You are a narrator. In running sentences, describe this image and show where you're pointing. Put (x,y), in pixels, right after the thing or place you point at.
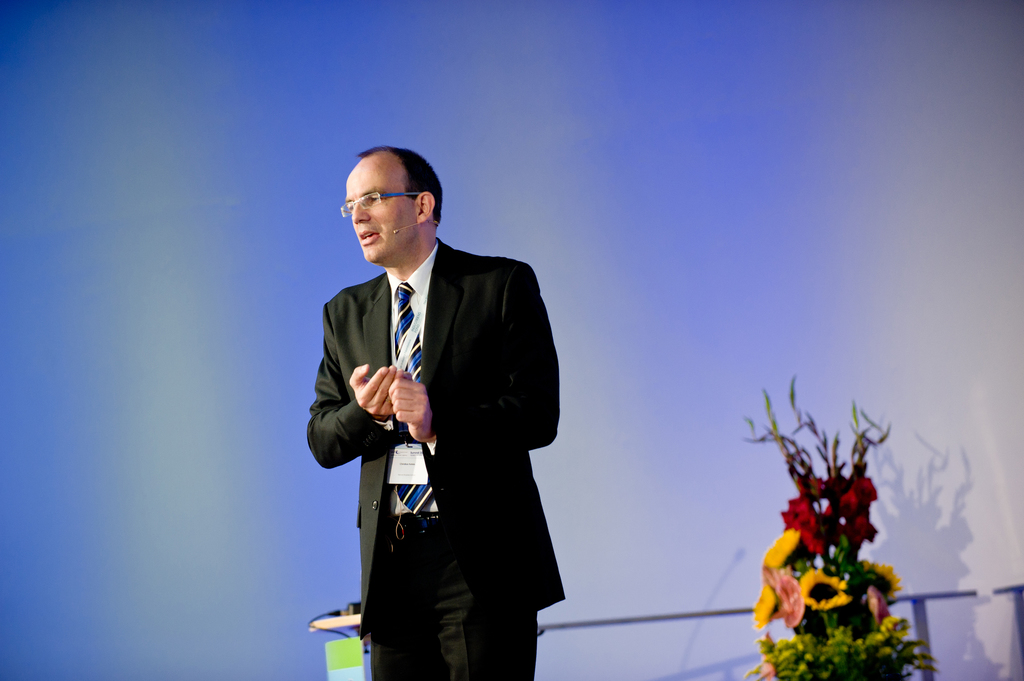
In this image, at the middle (498,268) we can see a man (484,435) standing and he is wearing a black color coat (362,418) and a tie (406,311), he is wearing specs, in the background (899,571) there is a wall (216,105).
